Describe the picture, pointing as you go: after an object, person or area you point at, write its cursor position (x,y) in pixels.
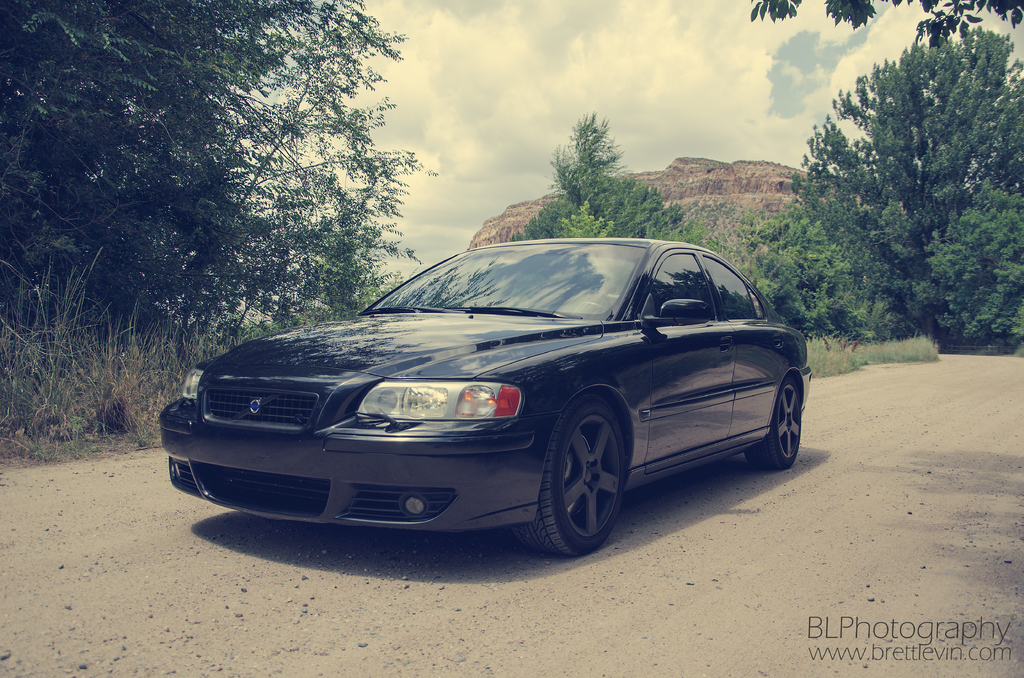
In this image I can see a car (655,373) at the center (480,377). There is the water mark (843,625) in the bottom right hand side (879,634), in the background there are trees (686,233), at the top (663,67) there is the sky (612,81).
